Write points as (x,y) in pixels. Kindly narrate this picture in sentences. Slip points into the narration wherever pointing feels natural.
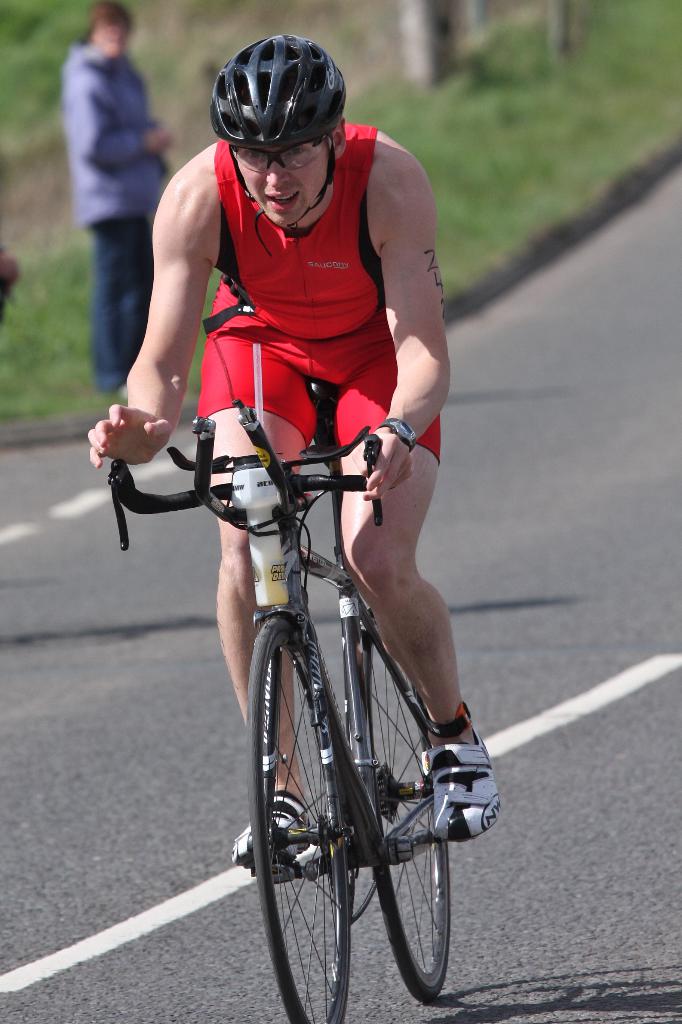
In this image, human (335,374) is riding a bicycle (311,704). He wear a helmet (309,100) on his head (308,120) and goggles (306,158). On left side (143,161), there is an another human (112,212) is standing and there is a grass (56,390) and road (157,753) at the bottom (183,911) we can see.
